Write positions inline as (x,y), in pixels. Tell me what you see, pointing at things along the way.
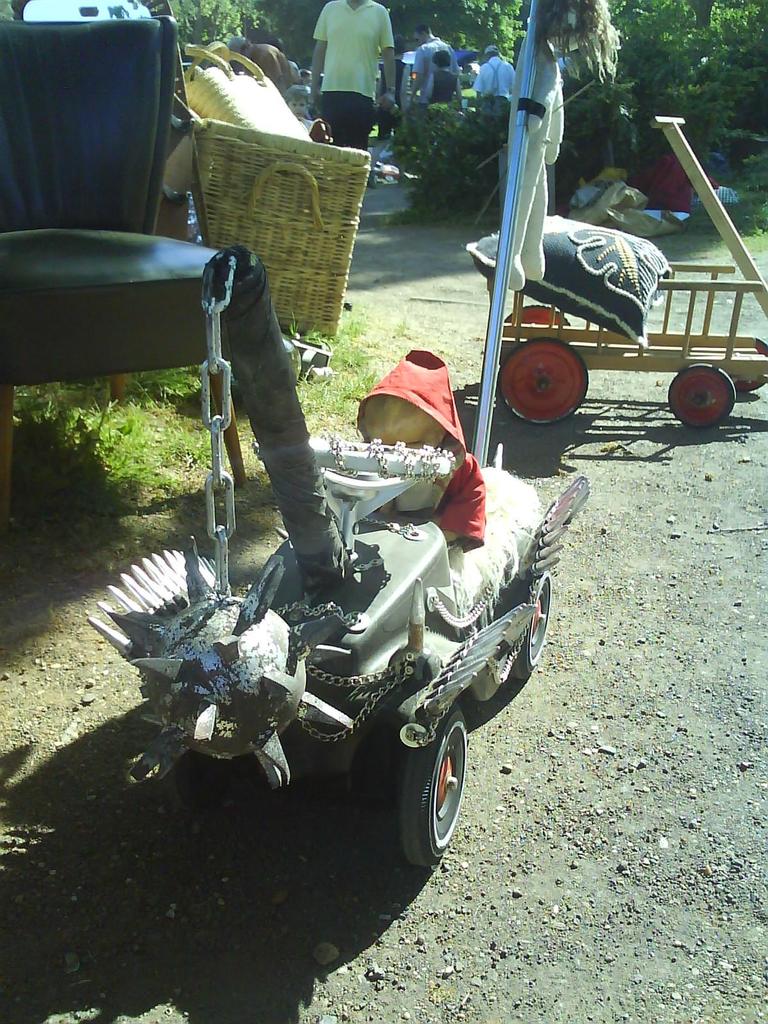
It's a vehicle (483,670), in the middle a person (355,87) is walking, this person (360,70) wore a yellow color t-shirt (352,59). In the right side (684,69) these are the plants (678,65).
